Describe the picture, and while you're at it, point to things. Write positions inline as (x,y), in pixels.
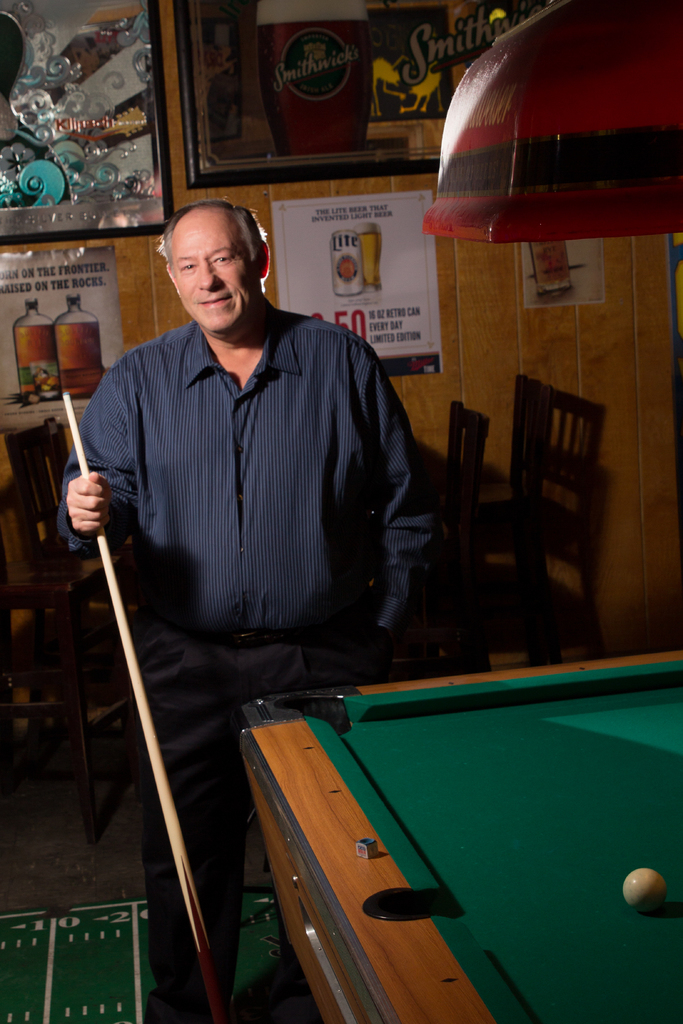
At the center of the image (234,425) there is a person (214,479) standing and holding a cue stick (137,692), in front of the person (356,663) there is a snooker table (480,689). In the background (358,266) there is a wall (619,356) and some frames (280,148) are hanging on the wall (508,353). At the top of the table (471,714) there is a lamp (552,94).
